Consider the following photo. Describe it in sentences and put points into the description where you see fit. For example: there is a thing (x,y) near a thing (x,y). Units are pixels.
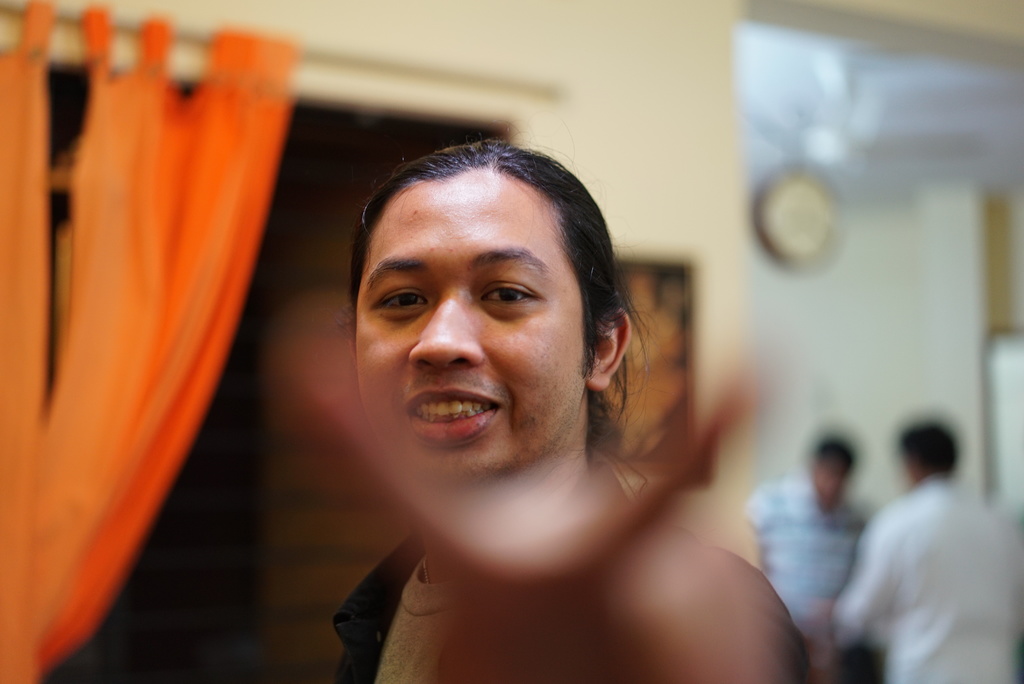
This image consists of a person (450,502) wearing a black shirt (371,676) is standing. In the background (110,112), we can see a curtain (216,209) in orange color. On the right (924,544), there are two persons (932,603) and a clock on the wall (926,264). The background (81,279) is blurred.
